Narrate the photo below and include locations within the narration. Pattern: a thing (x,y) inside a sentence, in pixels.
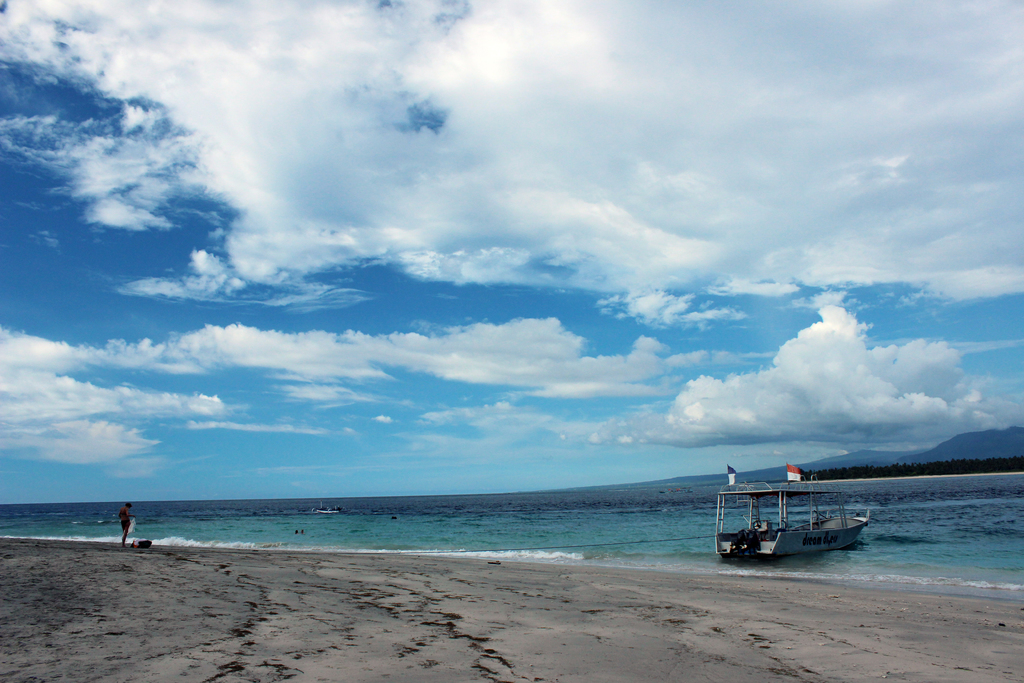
This picture is clicked outside. In the foreground (271,627) we can see the ground (312,629). On the left (124,515) there is a person (126,518) seems to be holding an object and standing on the ground (141,555) and an object (150,545) is lying on the ground (169,582). In the center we can see the boats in the water body (445,519) and we can see the flags (792,471) are attached to the boat (811,527). In the background (134,316) we can see the sky (224,303) with the clouds (644,258) and we can see the hills (969,443) and the trees (913,464).
